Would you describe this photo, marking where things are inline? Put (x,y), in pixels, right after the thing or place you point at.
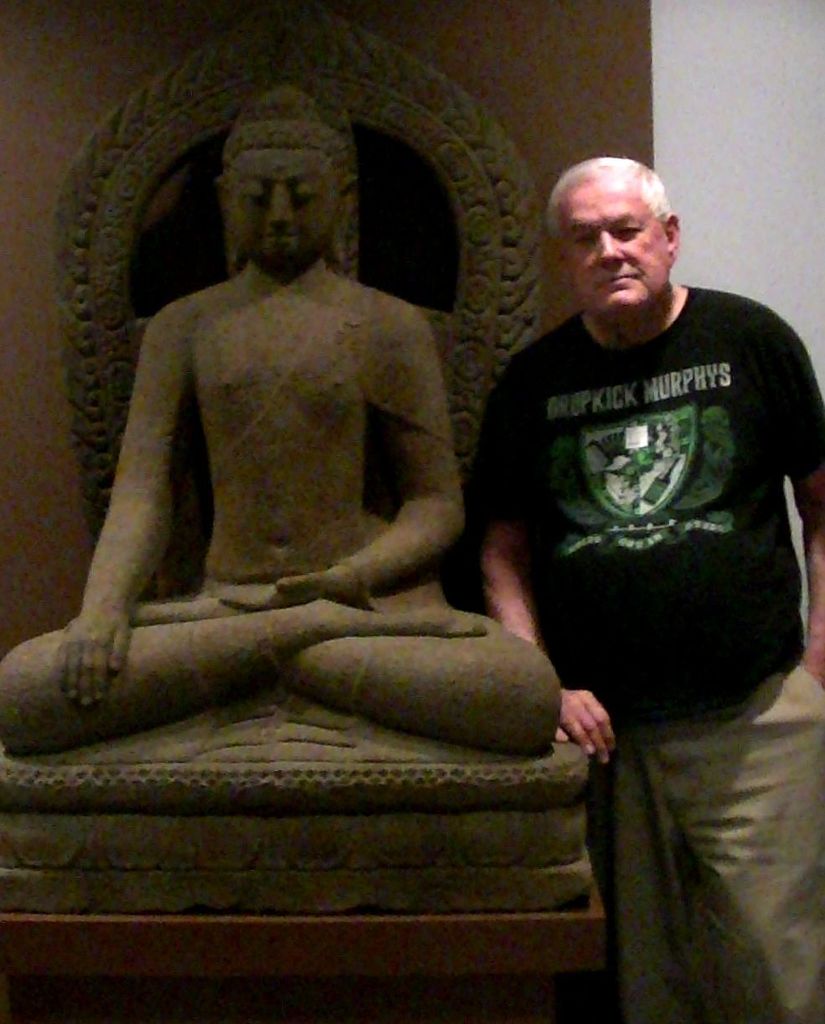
In this picture we can see a man (593,357), he is standing near to the statue (313,369), and he wore a black color T-shirt (687,439).
